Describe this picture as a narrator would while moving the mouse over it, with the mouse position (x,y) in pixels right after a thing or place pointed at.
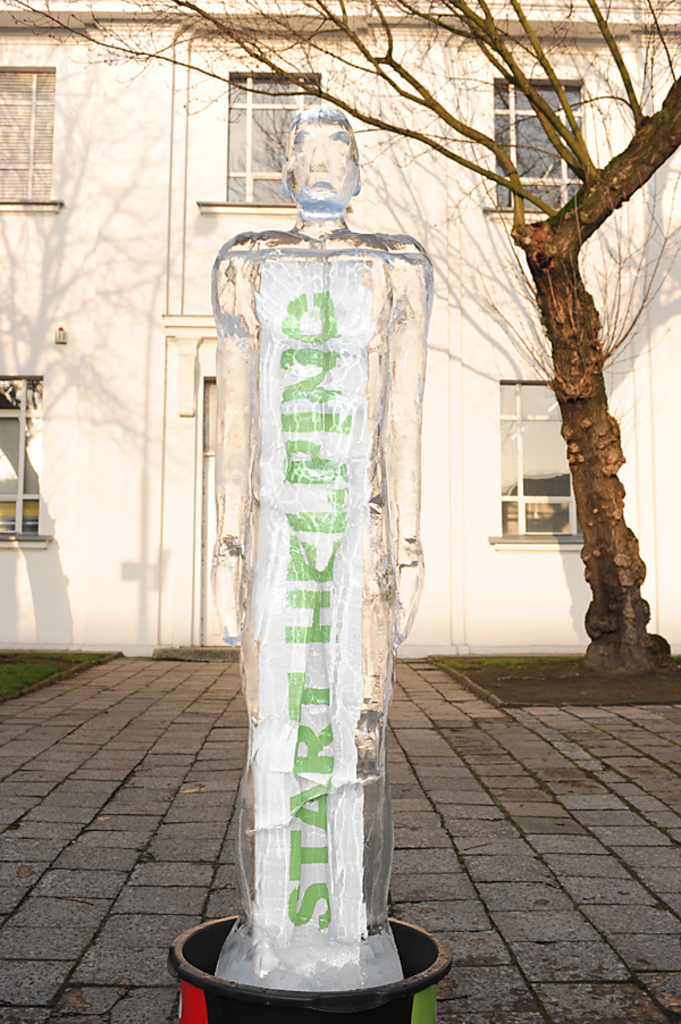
In this image in front (323,833) there is a statue (290,651). Behind the statue (420,568) there is a tree (567,266). There are glass windows (509,430) and there is a building (124,292). At the bottom of the image (136,825) there is a floor (165,801).
